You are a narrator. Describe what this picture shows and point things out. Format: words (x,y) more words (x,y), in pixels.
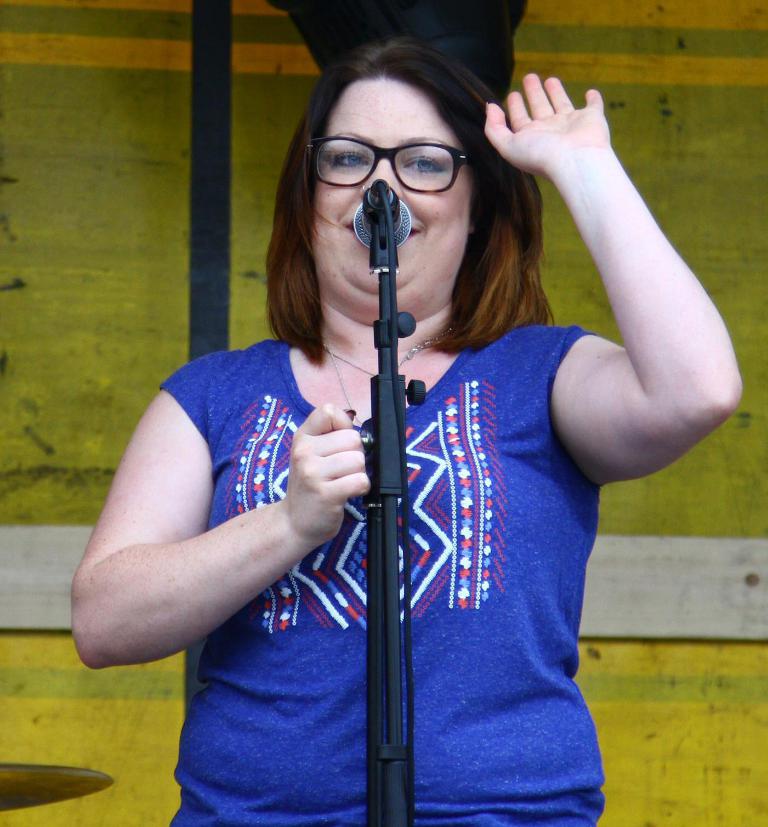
In this picture I can observe a woman (343,141) standing in front of a mic (382,258). She is wearing blue color T shirt (273,467) and spectacles (367,166). Woman (363,249) is smiling.
